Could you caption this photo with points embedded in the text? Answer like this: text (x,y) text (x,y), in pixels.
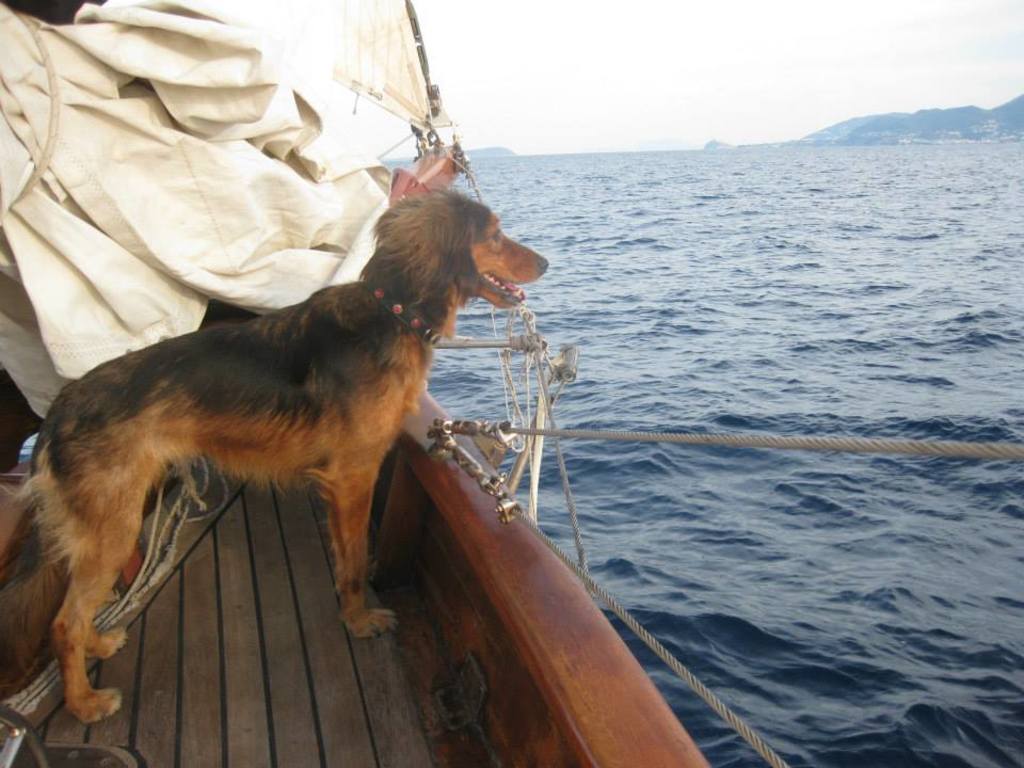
In this image we can see a dog (433,283) standing on the boat (271,507), water (844,152), hills (864,133) and sky (745,81).
